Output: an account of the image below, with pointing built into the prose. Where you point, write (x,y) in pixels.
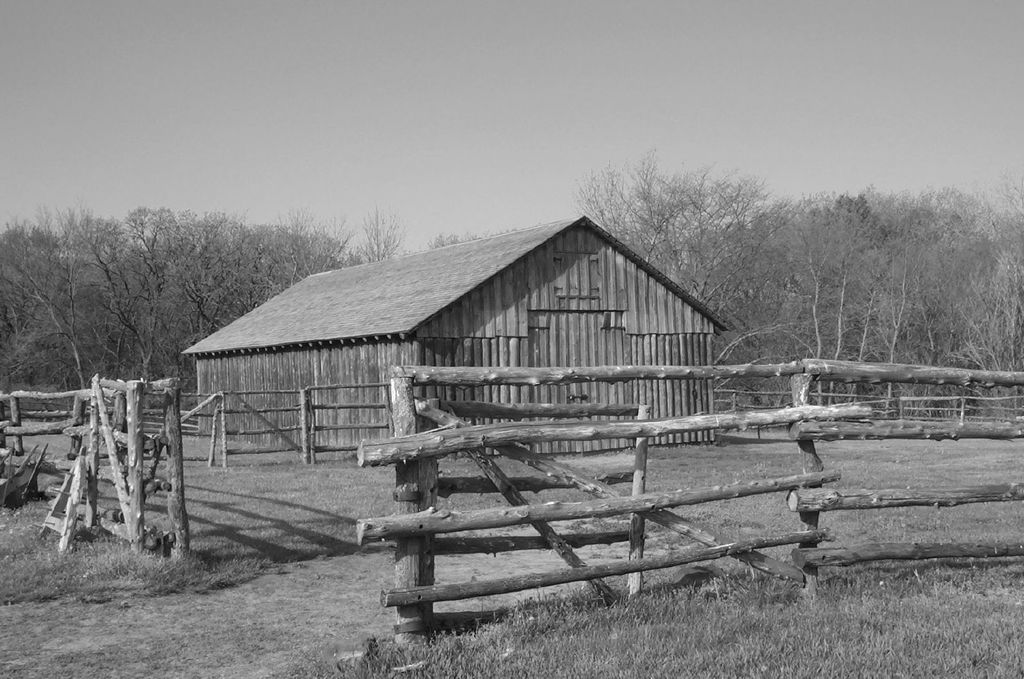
This is a black and white image. In the image we can see wooden house (513,331) surrounded by a wooden fence (612,495), grass (937,595), ground (165,605), trees (154,344) and sky (273,136).
